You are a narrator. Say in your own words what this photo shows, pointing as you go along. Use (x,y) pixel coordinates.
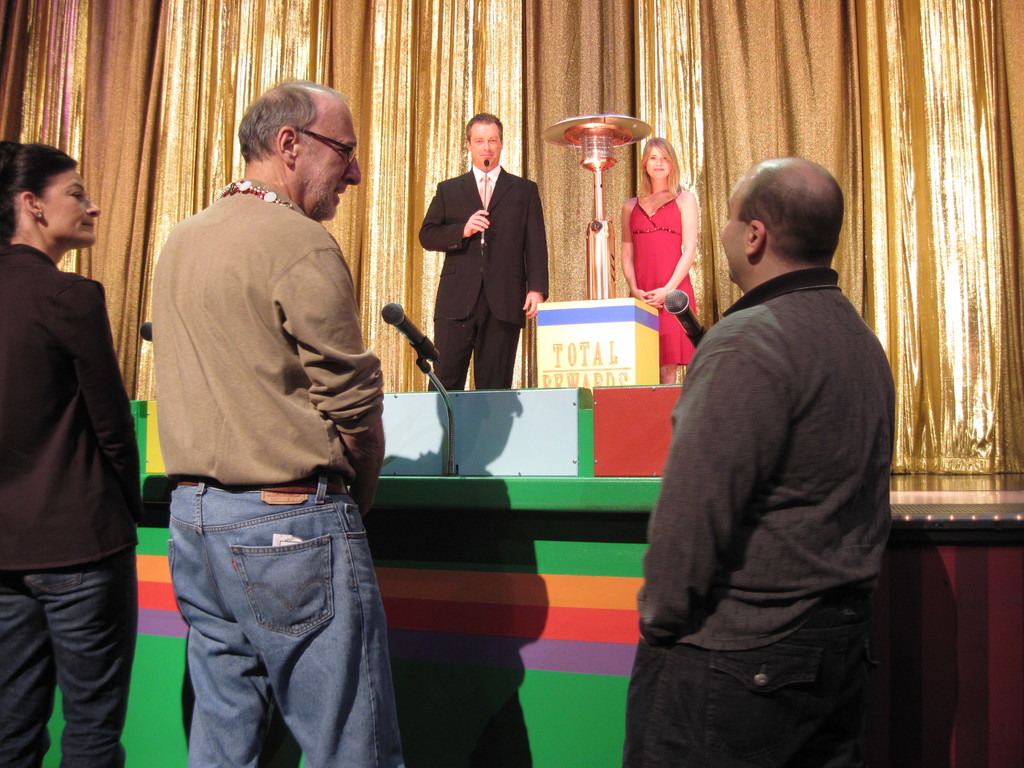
In this image I can see few persons (213,334) are standing, few microphones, the stage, few persons (515,264) on the stage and the gold and brown colored curtains (821,100).
